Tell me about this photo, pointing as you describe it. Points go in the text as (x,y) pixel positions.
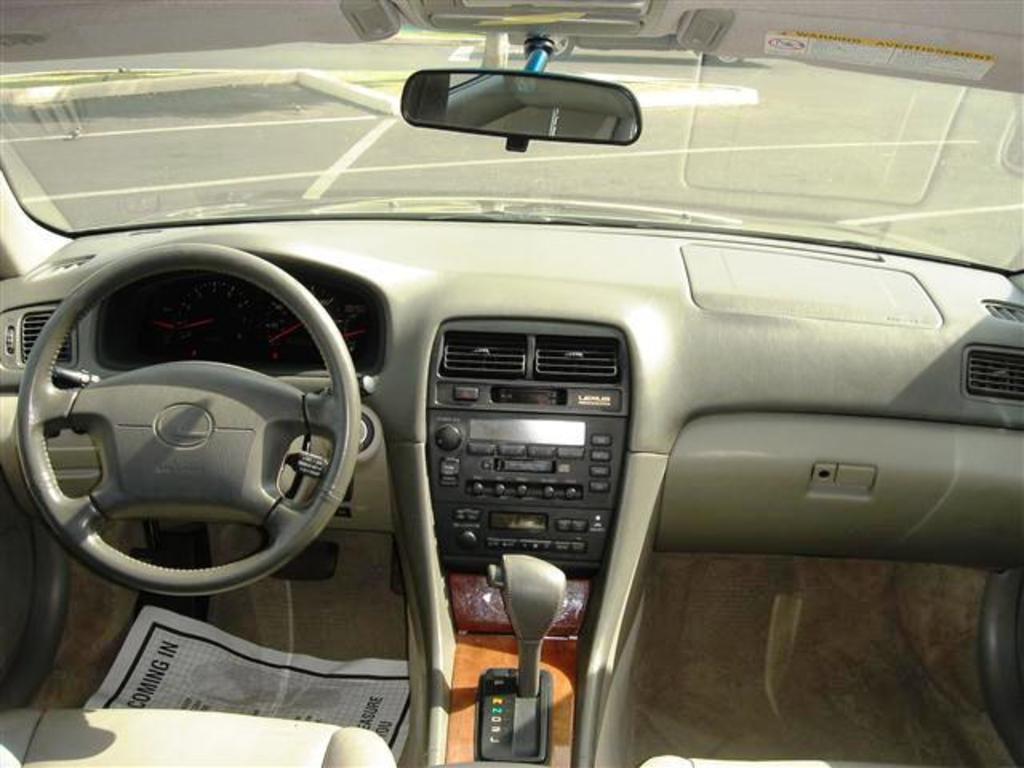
The image is taken inside a car (666,441), there is a steering (106,390) and speedometers (222,313), beside that there is a gear rod (504,570) and some other equipment (536,467).
